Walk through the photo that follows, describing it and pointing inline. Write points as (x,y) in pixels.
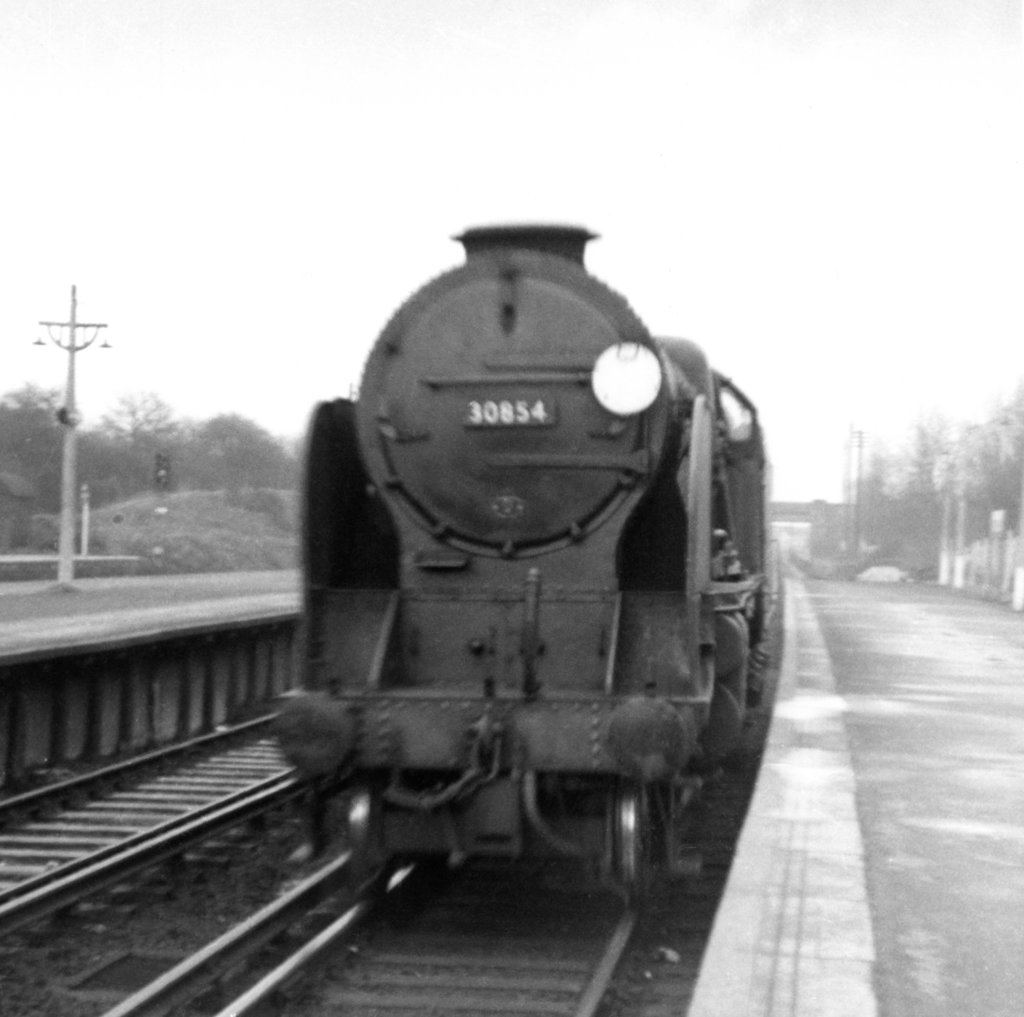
In the center of the image (490,405) we can see a train (508,717) on the track (495,949). on the left (101,324) there is a pole (70,566). In the background (229,449) there are trees (889,466) and sky (572,162).
